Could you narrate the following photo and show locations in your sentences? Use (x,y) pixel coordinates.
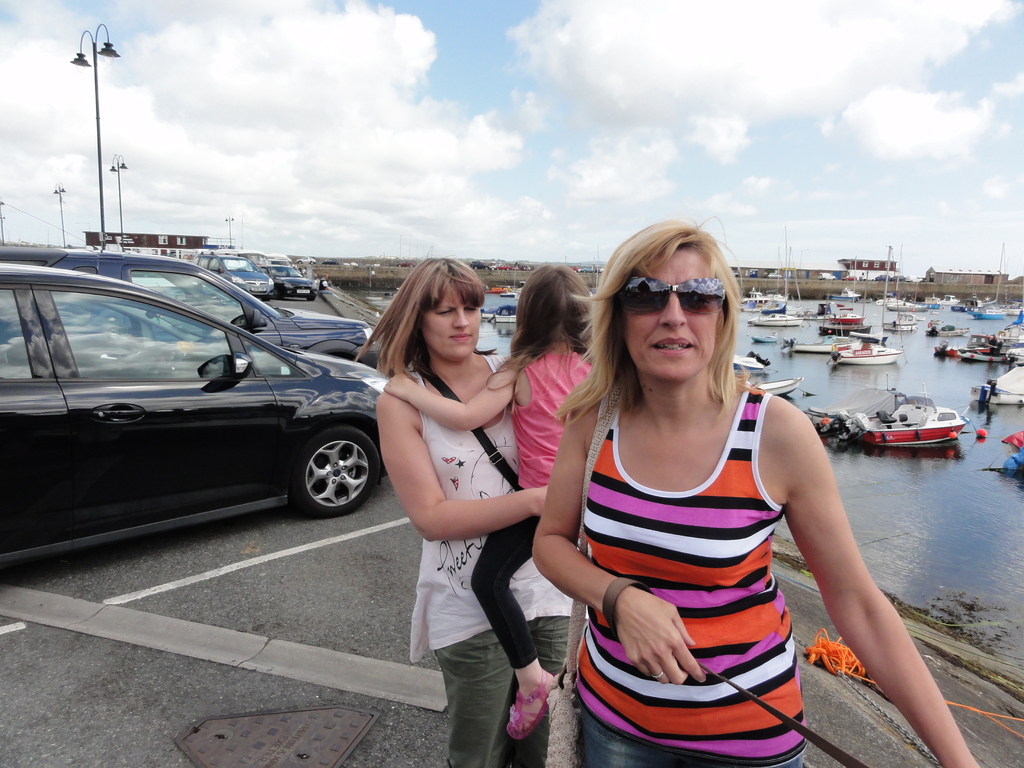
In this picture I can observe two women (554,473) and a girl (506,543). One of them is wearing spectacles (656,301). On the left side (180,352), some cars (151,292) are parked in the parking lot (273,299). On the right side (934,304), I can observe fleet (843,337) in the river (886,385). In the background (335,187) I can observe some clouds (404,118) in the sky (416,103).
